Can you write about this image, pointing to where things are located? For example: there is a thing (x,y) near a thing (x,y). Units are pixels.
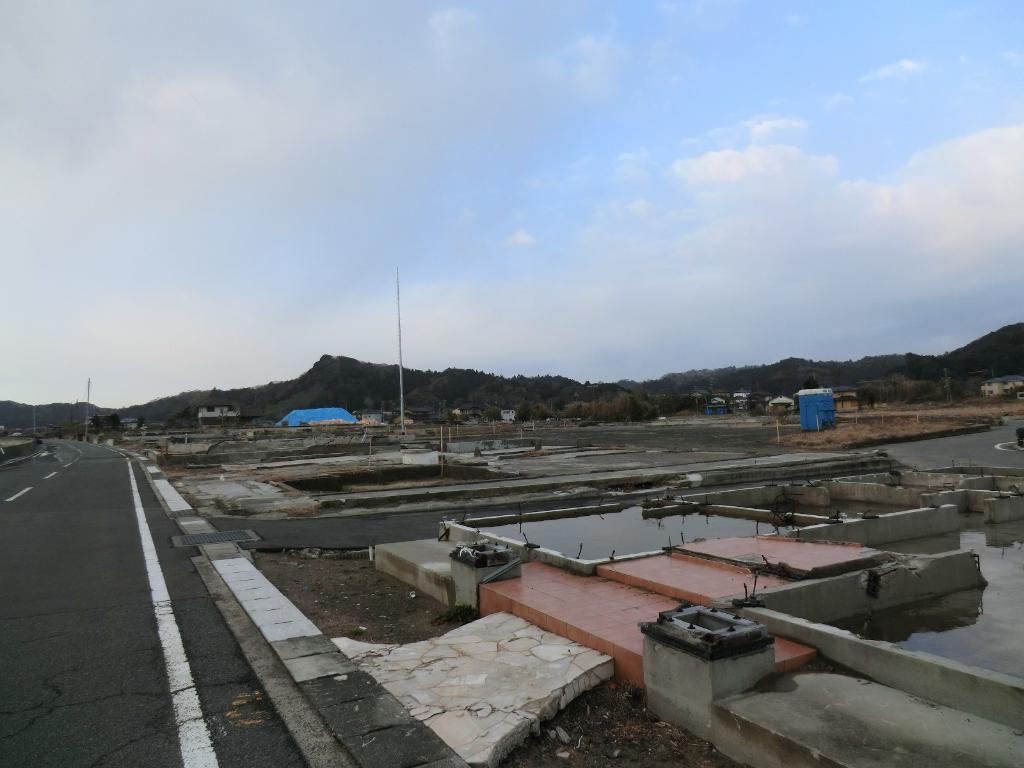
In this image, we can see hills (418,395), trees (660,408), buildings (712,407), poles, construction basements (624,459) and there is a road (143,624). At the top (575,156), there are clouds (763,233) in the sky (631,187).
